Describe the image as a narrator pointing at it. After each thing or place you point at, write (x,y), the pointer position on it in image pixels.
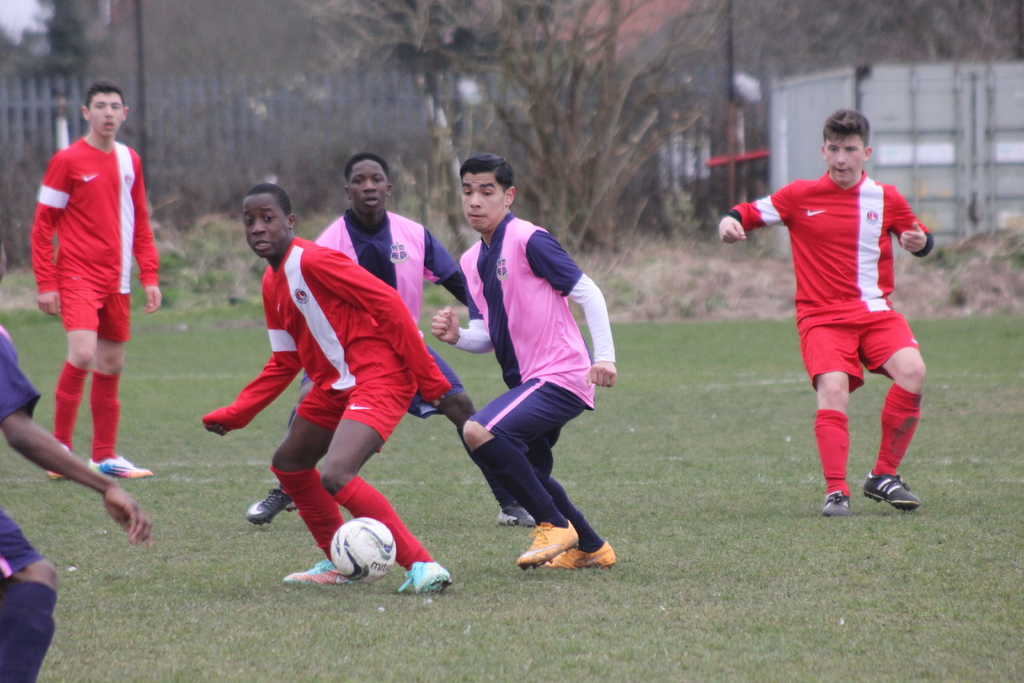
There are group of people (319,367) playing football. The ground (703,600) is greenery (734,596) and there are trees (584,91) in the background (436,68).
